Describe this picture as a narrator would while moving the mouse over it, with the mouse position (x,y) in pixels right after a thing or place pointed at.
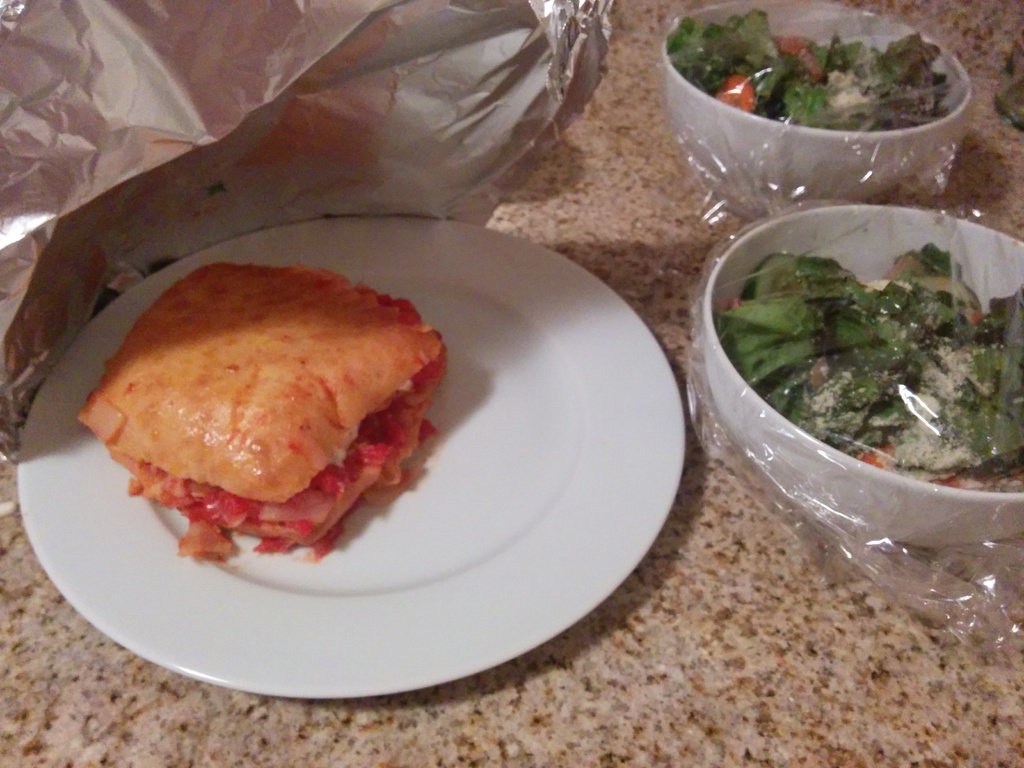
In this image we can see a food item (312,466) kept on the white plate (478,560) and we can see two bowls (837,453) in which we can see food items (942,402) and it is covered with a cover (963,549) and here we can see the paper (189,72) which are placed on the marble surface (353,704).
